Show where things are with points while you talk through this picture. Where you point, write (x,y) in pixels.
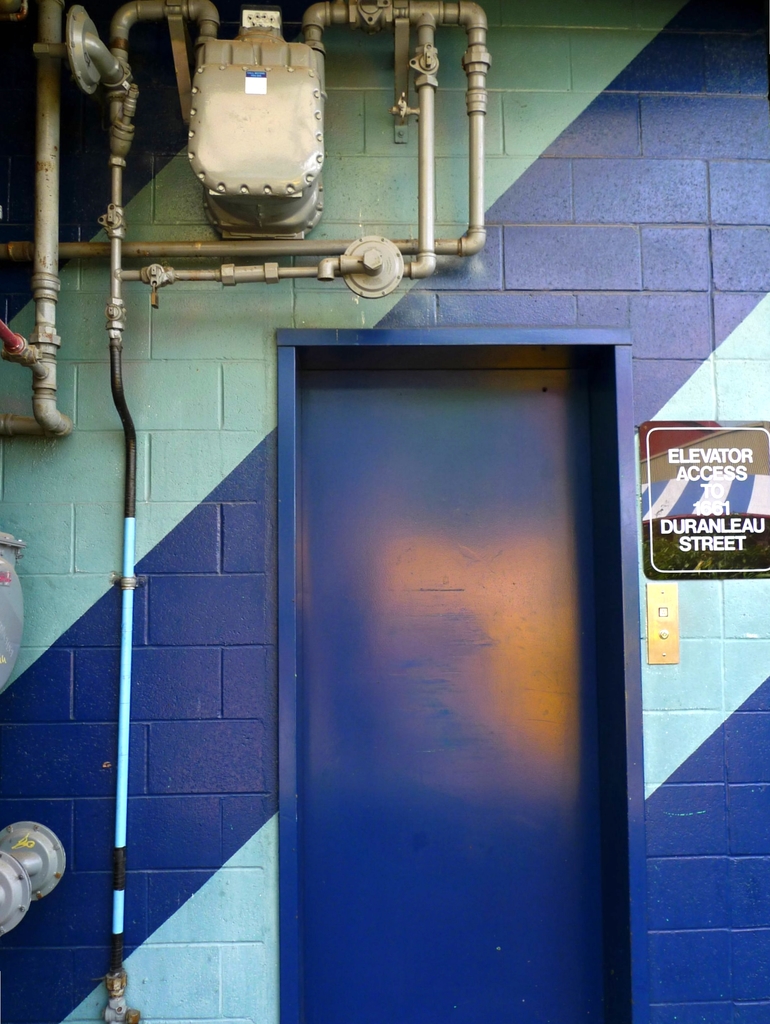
In this image there is a wall (684,198) for that wall (714,272) there is a door (525,749) and a board (706,510), on that board (707,491) there is some text (719,541) and there are pipes (120,132).
